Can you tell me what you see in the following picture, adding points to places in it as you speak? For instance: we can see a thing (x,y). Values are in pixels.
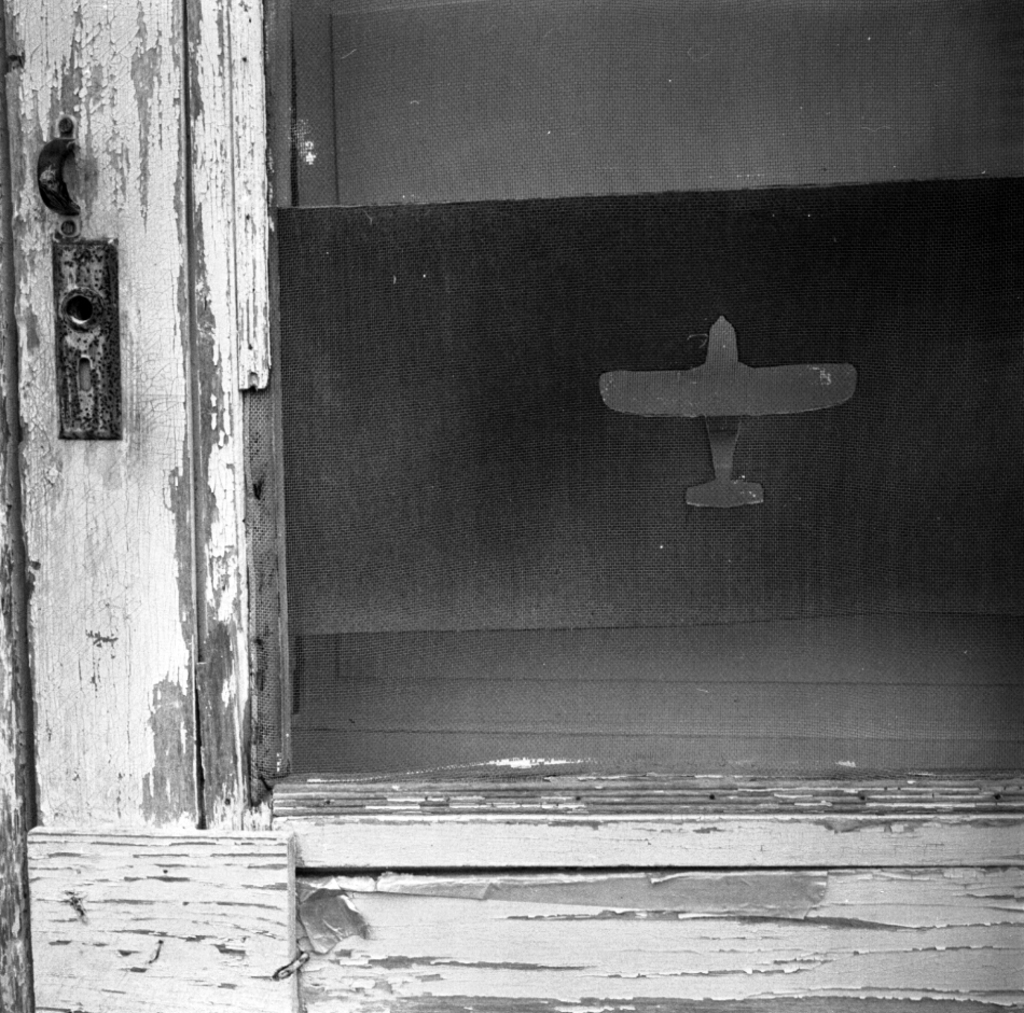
This is the picture of a wooden door (760,993) to which there is a holder (62,227) and also we can see the picture of a plane (760,389) on the screen (360,434).
